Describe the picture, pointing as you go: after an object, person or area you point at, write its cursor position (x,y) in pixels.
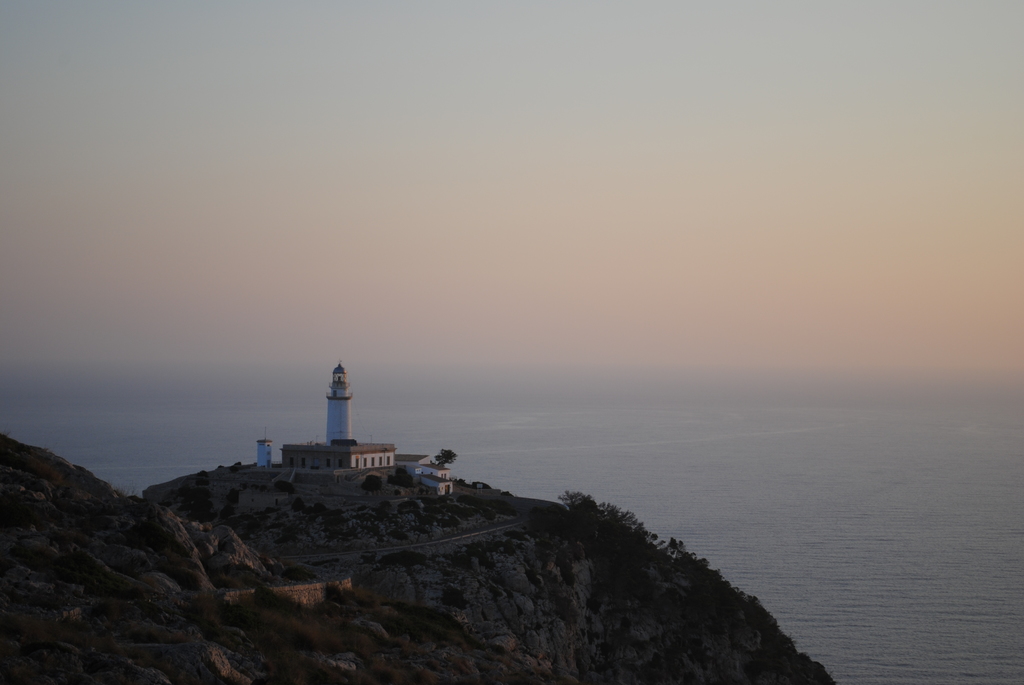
In this image there is a lighthouse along with few houses (326,452) on top of a hill (476,543). There is a sea (467,422) in the background (599,447).
